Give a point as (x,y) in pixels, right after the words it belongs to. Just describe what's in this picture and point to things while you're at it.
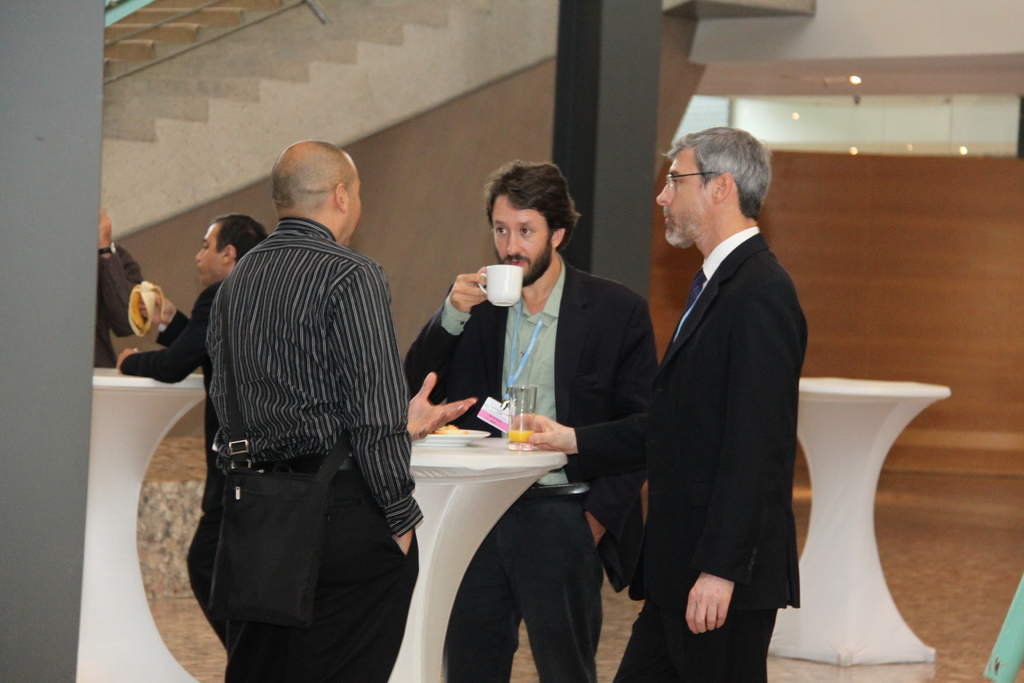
In this image there are three men (473,312) in the middle (547,354) who are discussing between them. In between them there is a table (481,445) on which there is a plate (456,433) and a glass (521,417). The man (511,322) in the middle (497,278) is holding the white cup (497,278). On the left side (129,365) there are two other persons (132,273) standing near the table (139,396). At the top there are lights (855,81).
